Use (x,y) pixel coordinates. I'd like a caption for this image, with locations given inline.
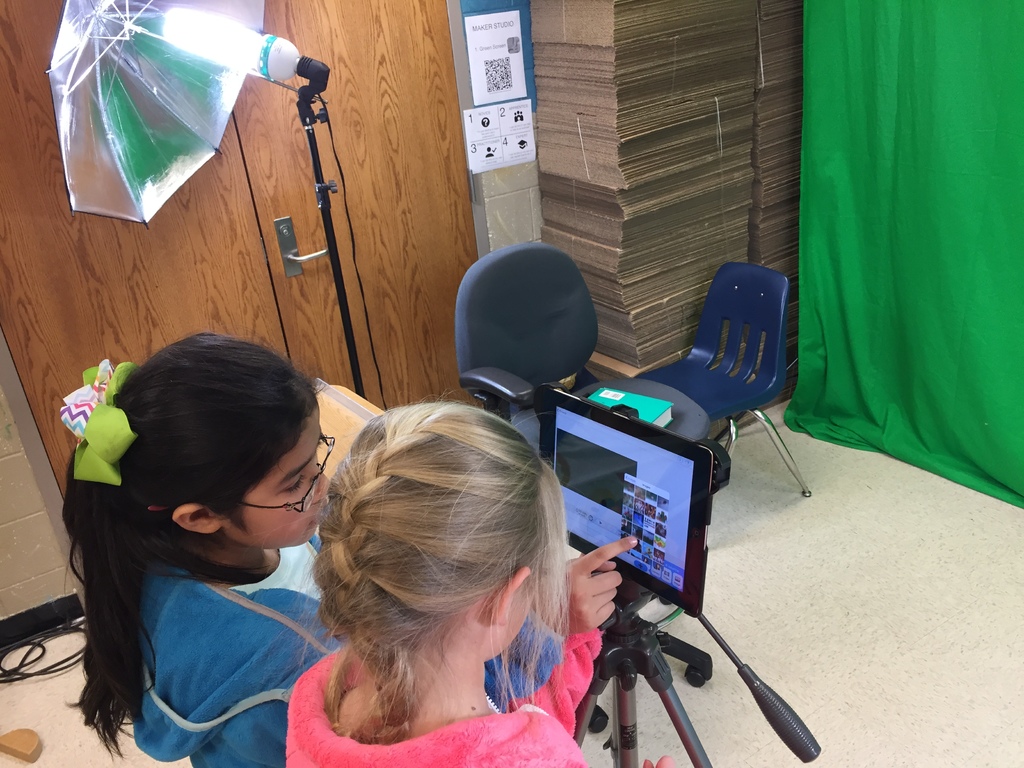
This 2 girls (249,578) are looking at tab (584,547) which is on tripod (635,647). In the background (331,304) there is a door (44,104), an umbrella (127,128), light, chairs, wall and a curtain (821,351).
